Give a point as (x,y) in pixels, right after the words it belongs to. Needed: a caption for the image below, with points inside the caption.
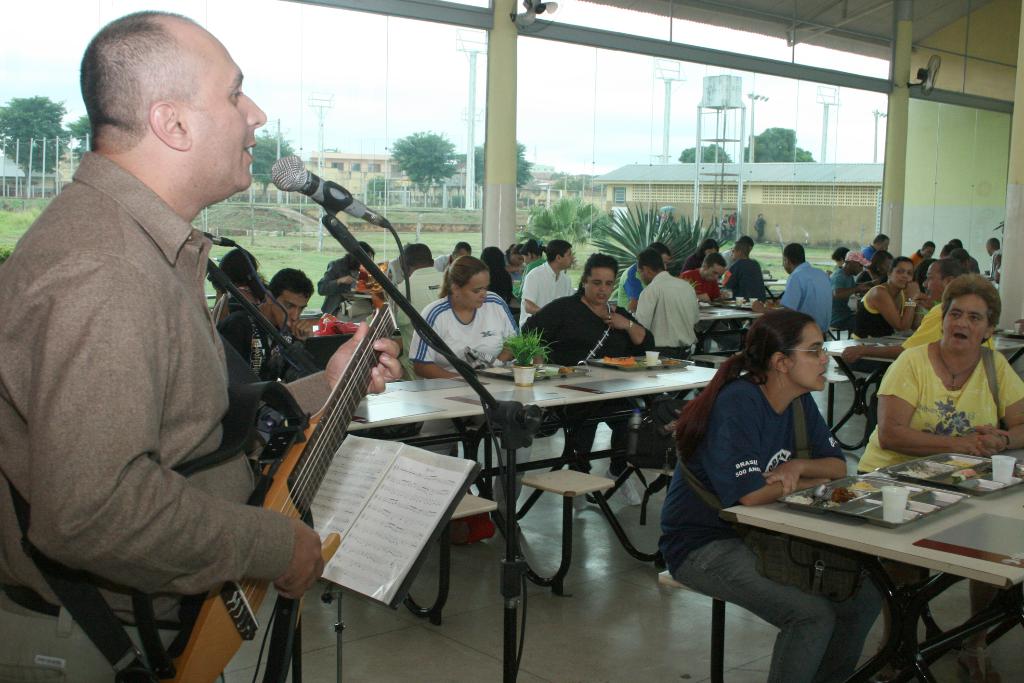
This picture is clicked inside a restaurant (660,387). There are many people (660,318) sitting on chairs (684,585) at the tables (584,394). On the tables (626,376) there are plates (846,484) with food (553,372) and air purifier plants (527,377). At the left corner (220,448) there is man (157,467) wearing and playing a guitar (335,429). In front of him there is a microphone (317,192) and musical notes book (401,490) on the stand (333,231). Through the glass wall (544,167) outside view can be seen. There are buildings (713,173), poles (469,183), trees (448,172), grass (464,217) and sky (380,104) in background (380,113).
